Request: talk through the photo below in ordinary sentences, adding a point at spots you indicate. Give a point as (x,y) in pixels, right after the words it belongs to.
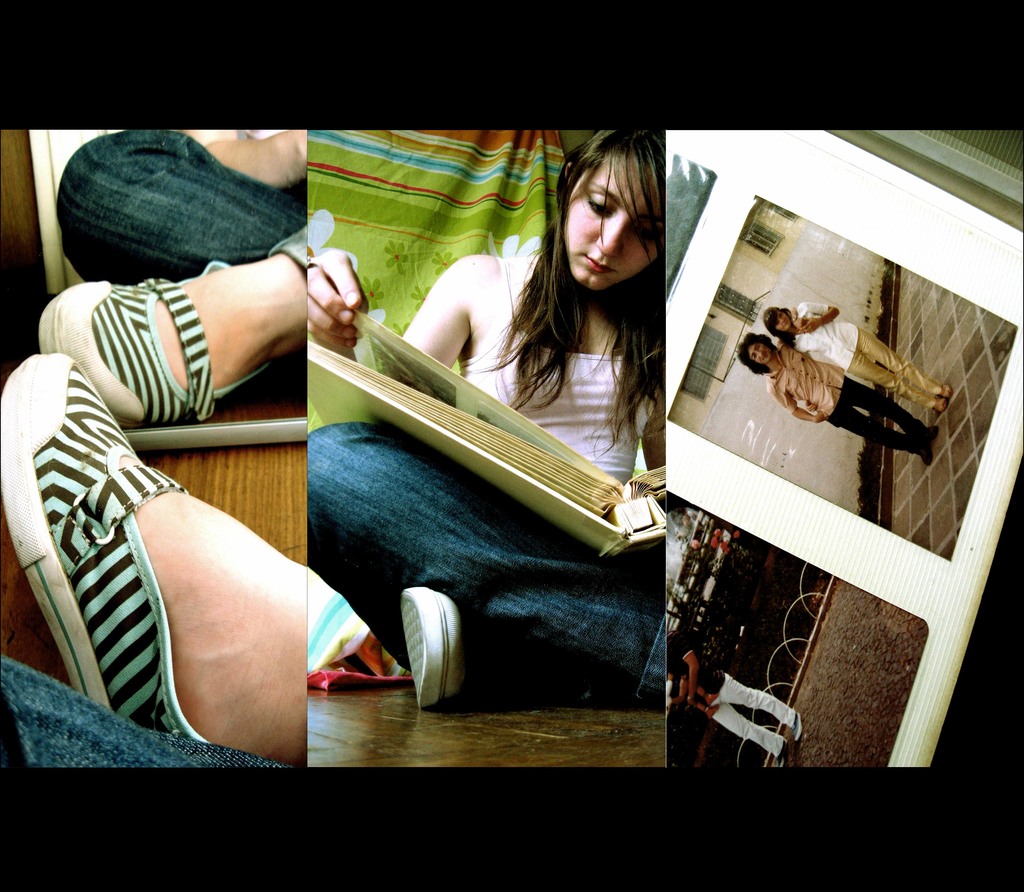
This image is a collage. In the first image we can see a person's leg (66,726) and there is a mirror (42,238) placed before the person (129,146). In the second image there is a lady (459,521) sitting and holding a book (579,485) in her hand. In the background (419,232) there is a curtain (438,195). In the third image we can see a photo album (940,634).
